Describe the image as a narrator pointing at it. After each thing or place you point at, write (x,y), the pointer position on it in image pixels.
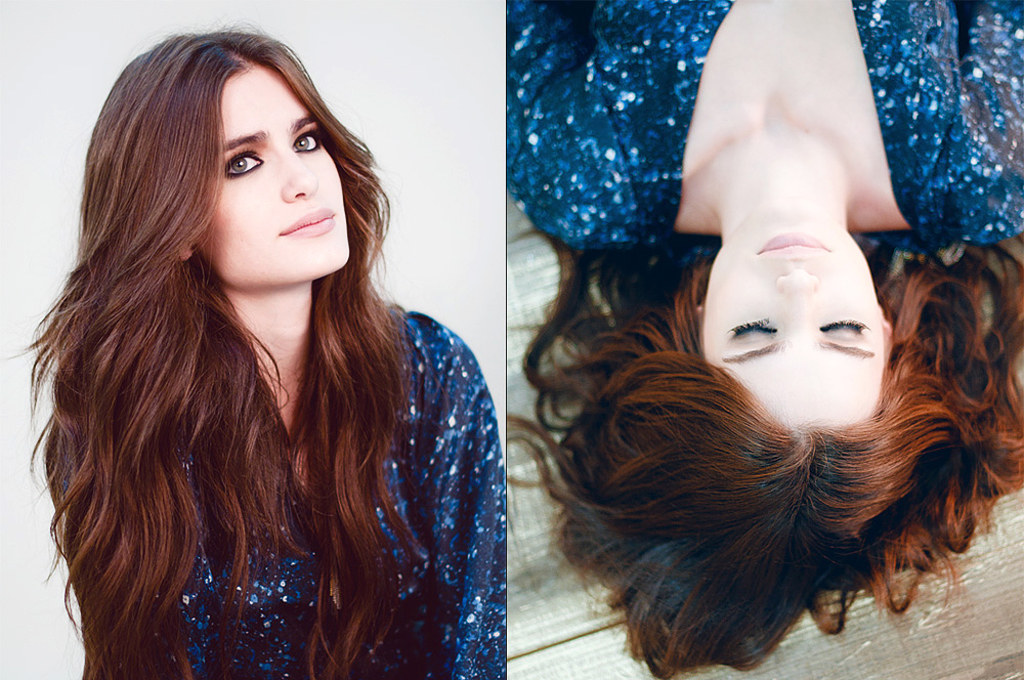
In the image on the left side (110,309) we can see one woman (204,430) sitting and she is in blue color top (415,528). On the right side (853,279) we can see one woman (820,189) lying.
